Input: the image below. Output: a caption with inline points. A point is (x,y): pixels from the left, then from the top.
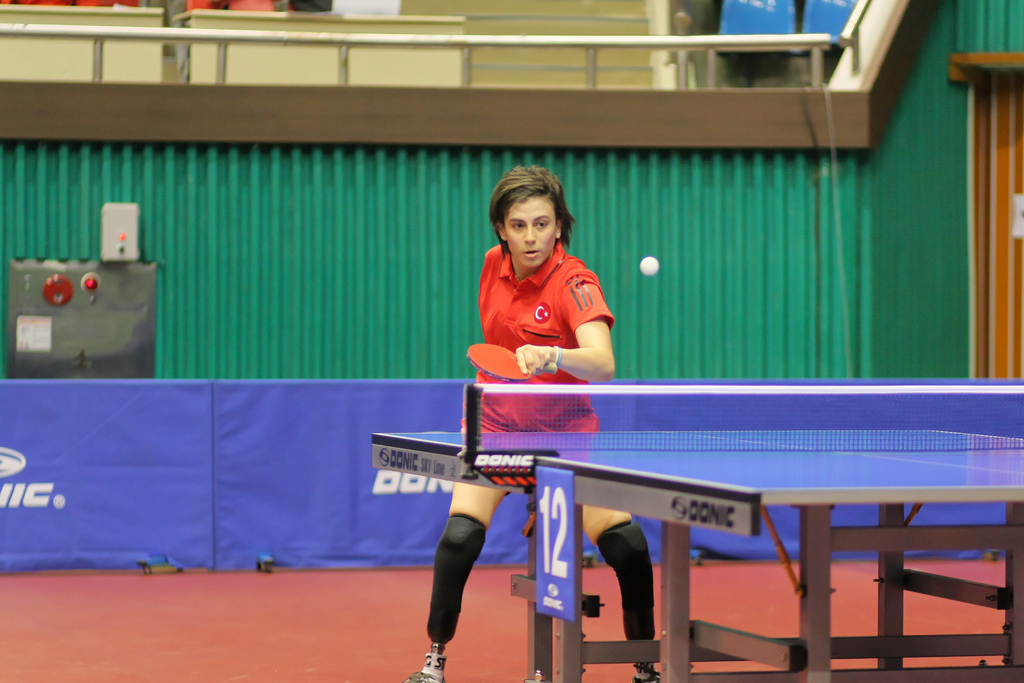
In this image I can see a table tennis table (623,501) on the right side (693,492) and behind it I can see a woman (633,548) is standing. On the left side of the table (650,497) I can see a blue colour board (551,477) and I can also see something is written on the table (455,446) and on the board (549,521). I can see the woman (515,221) is wearing orange colour dress (486,288) and I can also see she is holding an orange colour bat (553,368). In the background (36,523) I can see few blue colour clothes (129,523), railing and on these clothes (208,471) I can see something is written. I can also see two boxes like things (55,279) on the left side (73,267) and on the right side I can see a white colour ball (641,260) in the air (631,298).
